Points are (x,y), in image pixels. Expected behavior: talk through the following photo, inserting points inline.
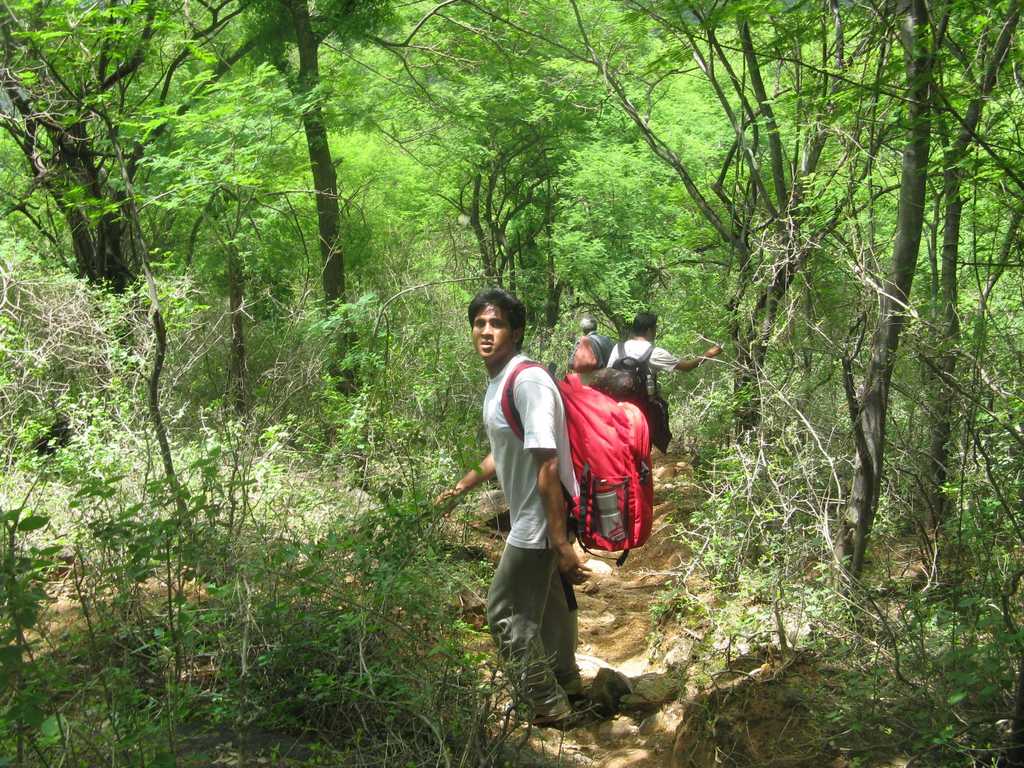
In this image we can see a person (516,489) wearing t-shirt (552,423) and backpack (628,499) is standing here. In the background (643,368) we can see two persons (628,342) are walking here. Here we can see stones (680,685) and on the either side of the image we can see trees (548,338).
